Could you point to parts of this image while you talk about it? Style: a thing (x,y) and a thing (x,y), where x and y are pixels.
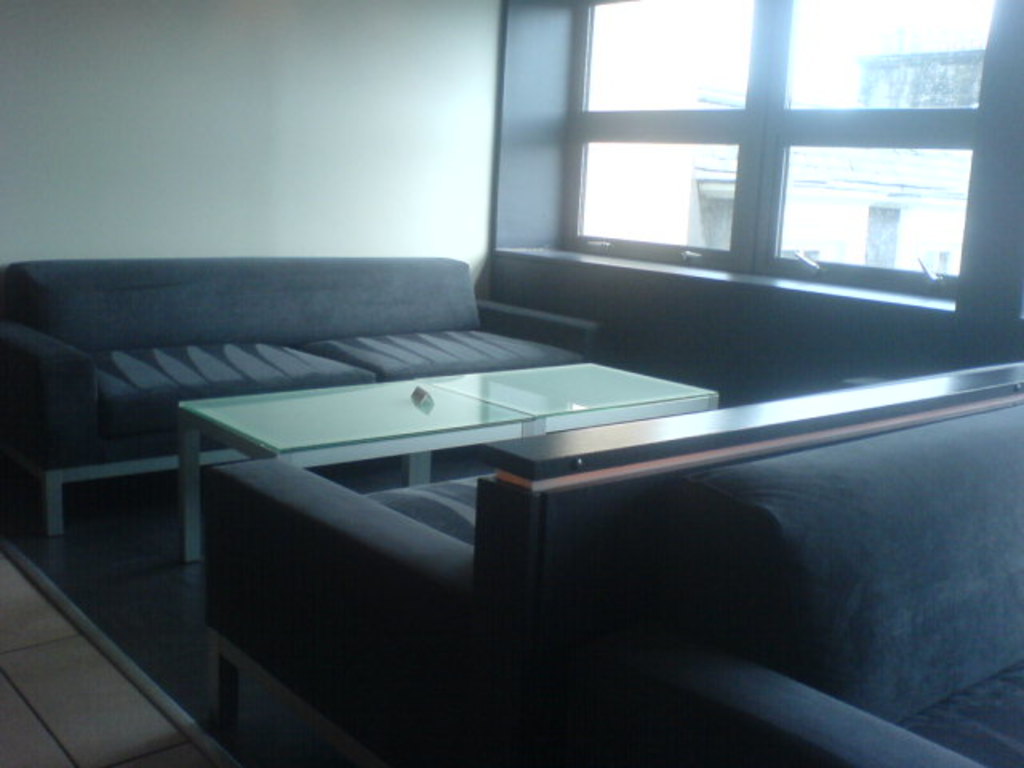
This image is clicked inside a room (518,447) In the middle (348,324) there is a table (358,450) and sofas (294,301). In the background (679,169) there is a window (757,186), glass (645,166) and wall (236,150).
